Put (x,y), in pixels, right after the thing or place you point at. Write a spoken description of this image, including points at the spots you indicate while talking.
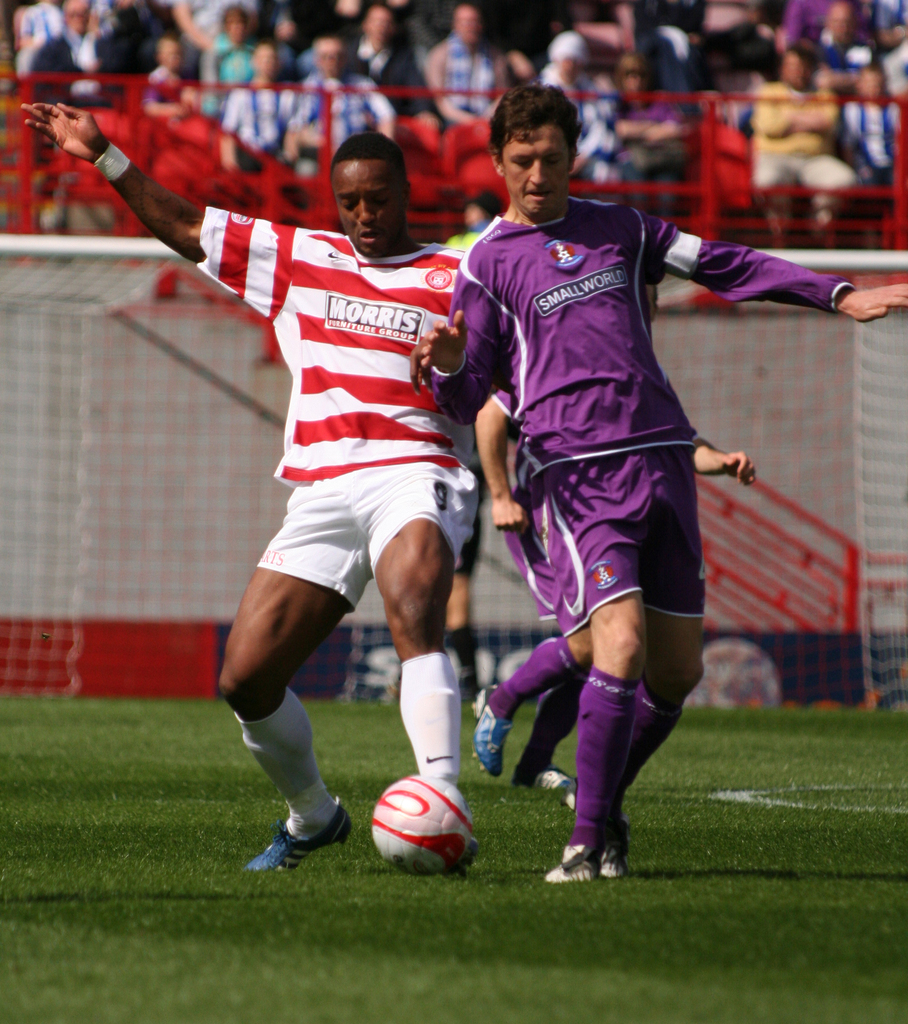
In this picture two men (420,295) are playing game in the ground (754,824) with ball (430,867), in the background (635,79) we can see couple of people (526,47) are seated on the chairs (742,54) and they are watching the game.
